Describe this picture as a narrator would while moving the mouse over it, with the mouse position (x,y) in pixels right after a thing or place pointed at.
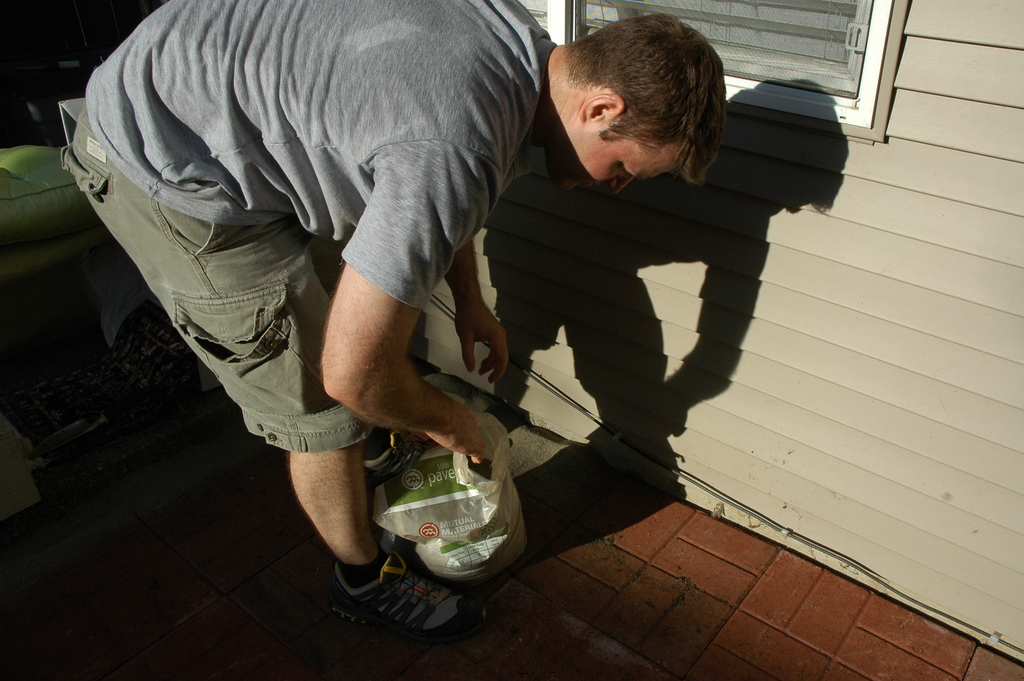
In this image we can see a man (351,79) is standing on the floor (812,634). He is wearing a grey color T-shirt (299,122) with shorts (282,360). In front of the man (277,379), we can see a sack (494,498). There is a wall (845,177) and window (816,70) on the right side of the image (756,219). We can see sacks (39,203) and some objects (148,361) on the left side of the image (12,329).
